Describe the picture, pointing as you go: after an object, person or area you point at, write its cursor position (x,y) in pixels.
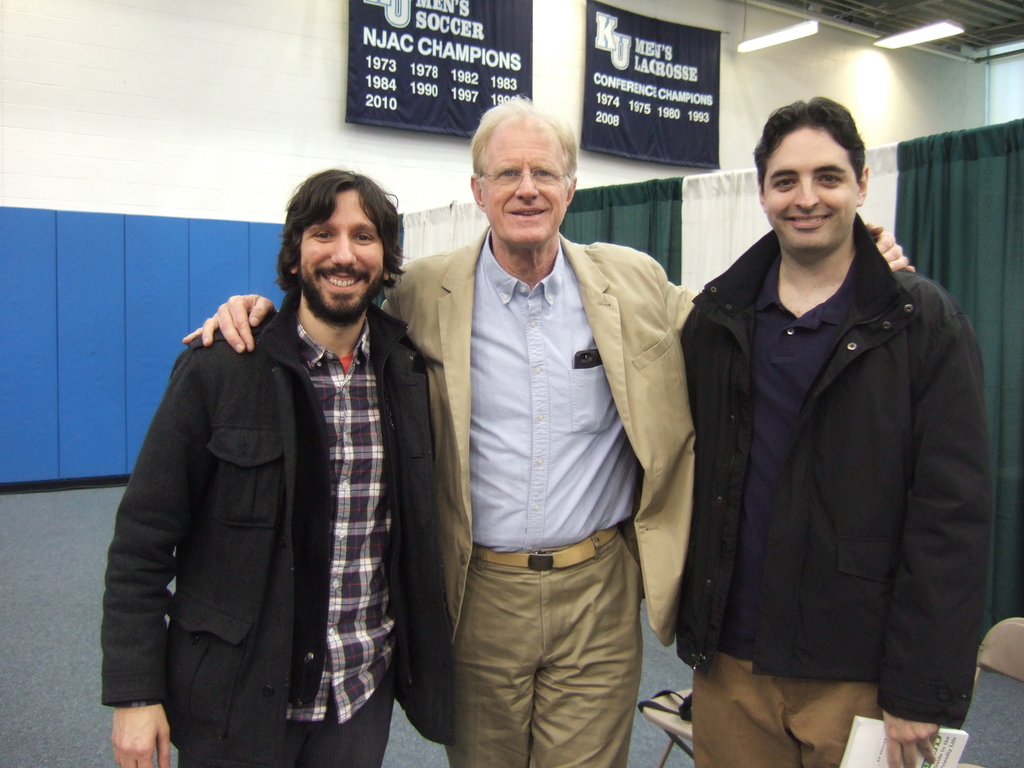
In this image I can see three men (409,454) are standing, I can see smile on their faces (312,273). I can also see two of them are wearing black colour jackets (854,551). In the background (374,28) I can see few lines (739,47), few black colour things (652,90) and on it I can see something is written.
